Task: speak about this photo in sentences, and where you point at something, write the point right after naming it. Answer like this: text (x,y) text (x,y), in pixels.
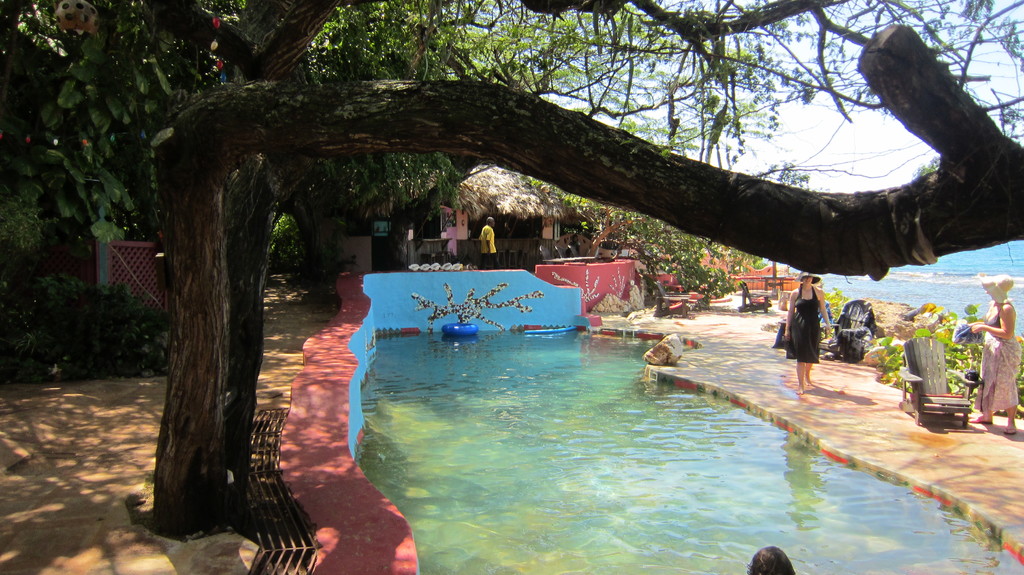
In the center of the image (541,354) there is a swimming pool (543,462). On the left (207,114) there are trees (189,298) and a fence (163,288). In the center (537,236) there is a shed (549,241) and we can see people (1002,359) walking. There is a chair (955,409). In the background (924,284) there is a sea (944,262) and sky (825,191).
